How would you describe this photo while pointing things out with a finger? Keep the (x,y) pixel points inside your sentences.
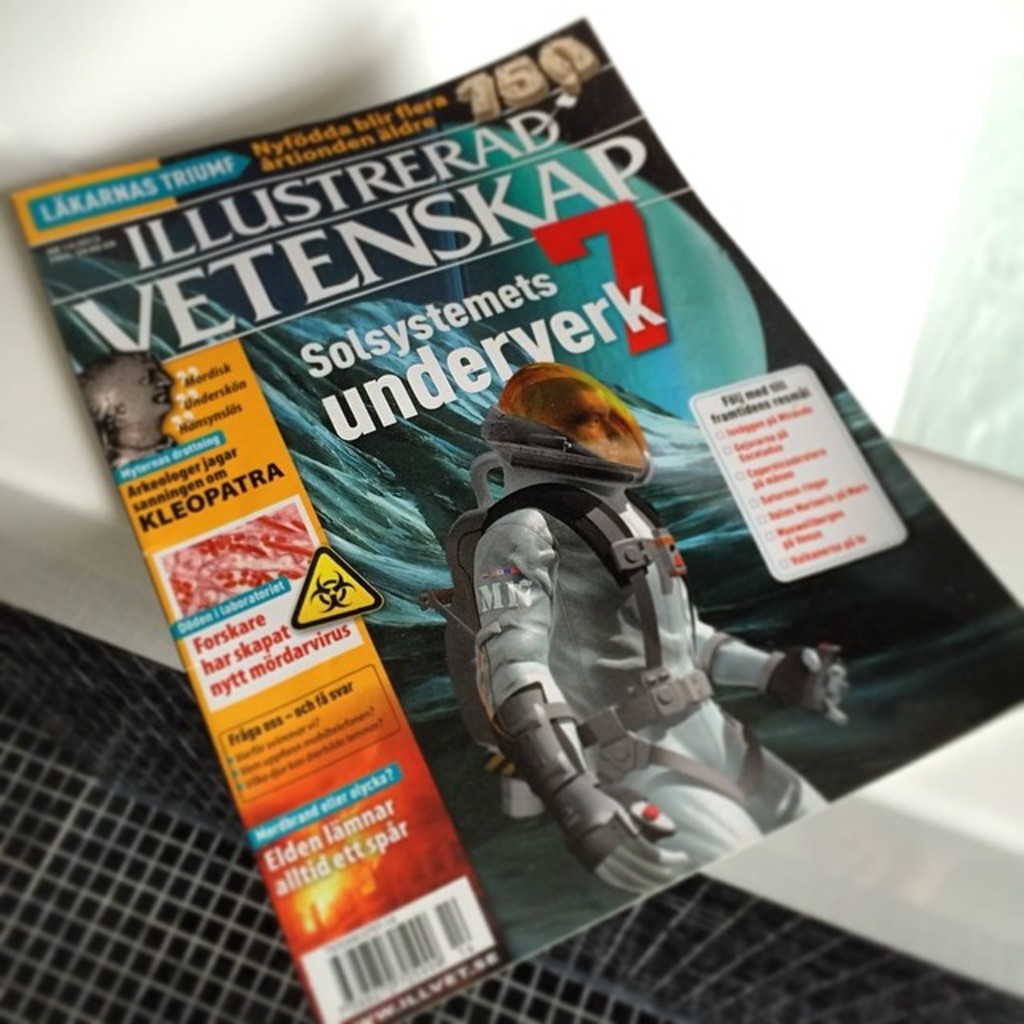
In this picture I can see a book (382,381) in front (428,190), on which there is something written and I see few pictures (601,257) and it is on the white color surface (246,79). On the bottom left of this picture (117,872) I can see the white and black color surface (138,878).
